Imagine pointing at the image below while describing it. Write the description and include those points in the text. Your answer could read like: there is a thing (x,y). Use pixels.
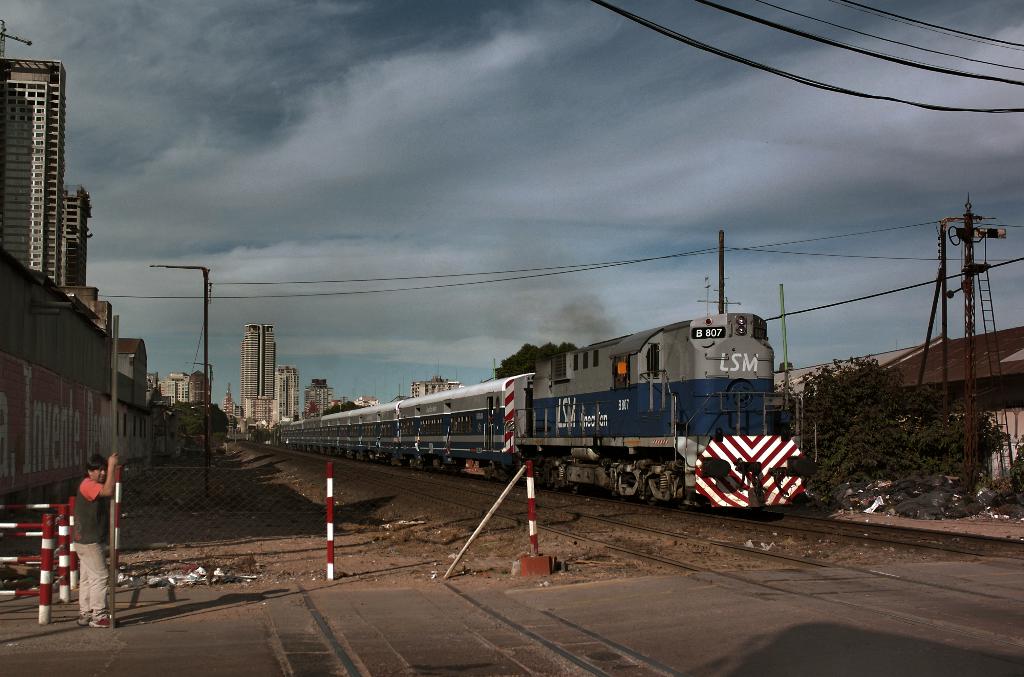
At the bottom (626,626) we can see a road (547,610) and on the left (104,523) a person (88,514) is standing on the road (916,649) by holding a pole (112,547) and we can also see fence (244,540) and poles (72,547). In the background (365,370) there is a train (506,397) moving on a railway track (929,535) and we can also see buildings (61,223), trees (833,384), poles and clouds (232,126) in the sky (294,127).
